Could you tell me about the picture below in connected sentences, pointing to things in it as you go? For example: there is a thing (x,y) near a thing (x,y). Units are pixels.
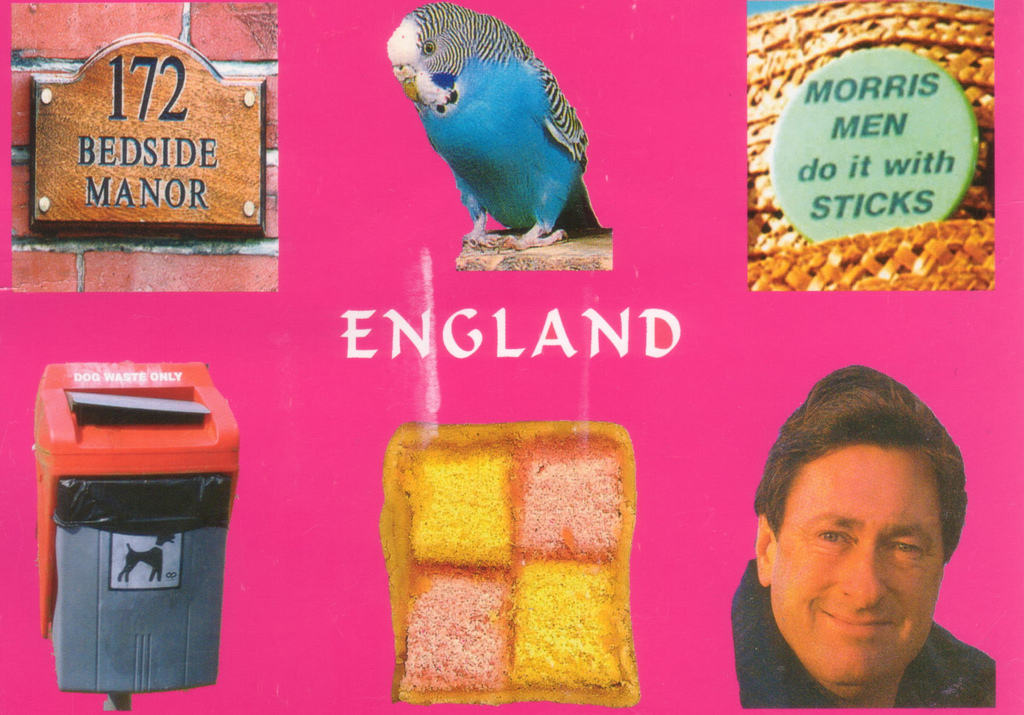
In this image I can see a poster (565,539). On the poster (665,582) there are images (890,486) of a bird (558,173), person (890,508), dustbin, board (243,186), food item (448,616) and another image (798,216) on it. Also there is a word (494,343) on the poster (385,341).
